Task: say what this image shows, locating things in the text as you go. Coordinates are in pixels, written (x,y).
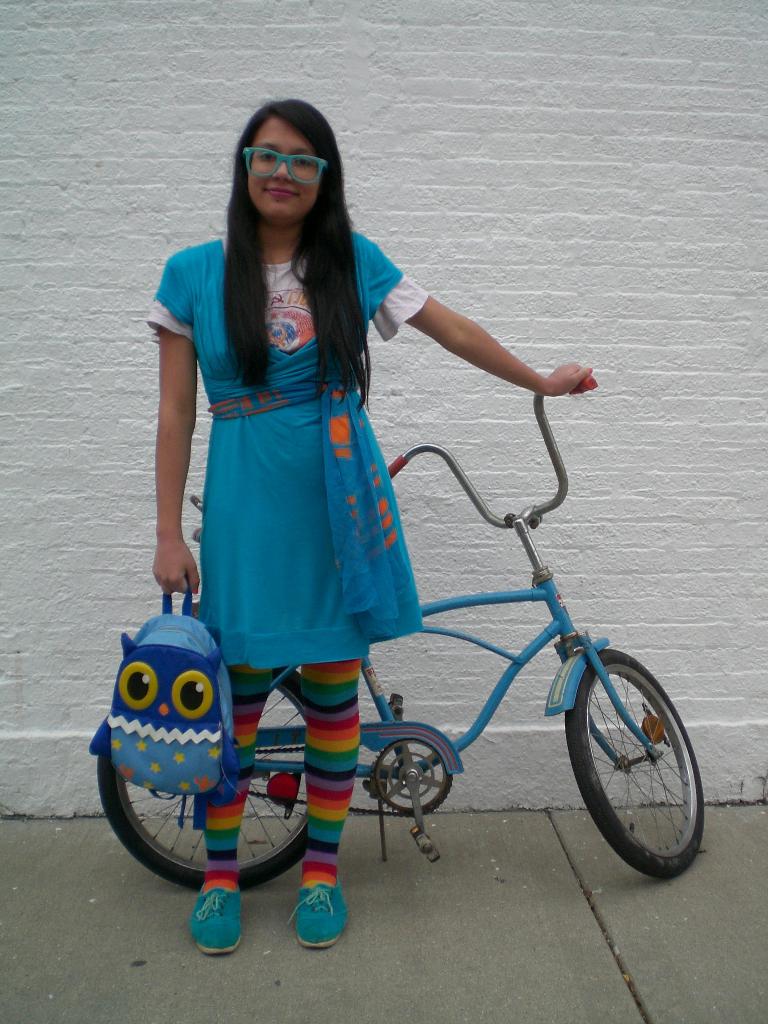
In this picture I can see there is a woman (314,483) standing here and she is wearing a blue dress (224,334), blue shoes (311,925) and she is holding a blue bag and there is a blue bicycle (389,763) and there is a white wall (736,544) in the backdrop (353,166).
